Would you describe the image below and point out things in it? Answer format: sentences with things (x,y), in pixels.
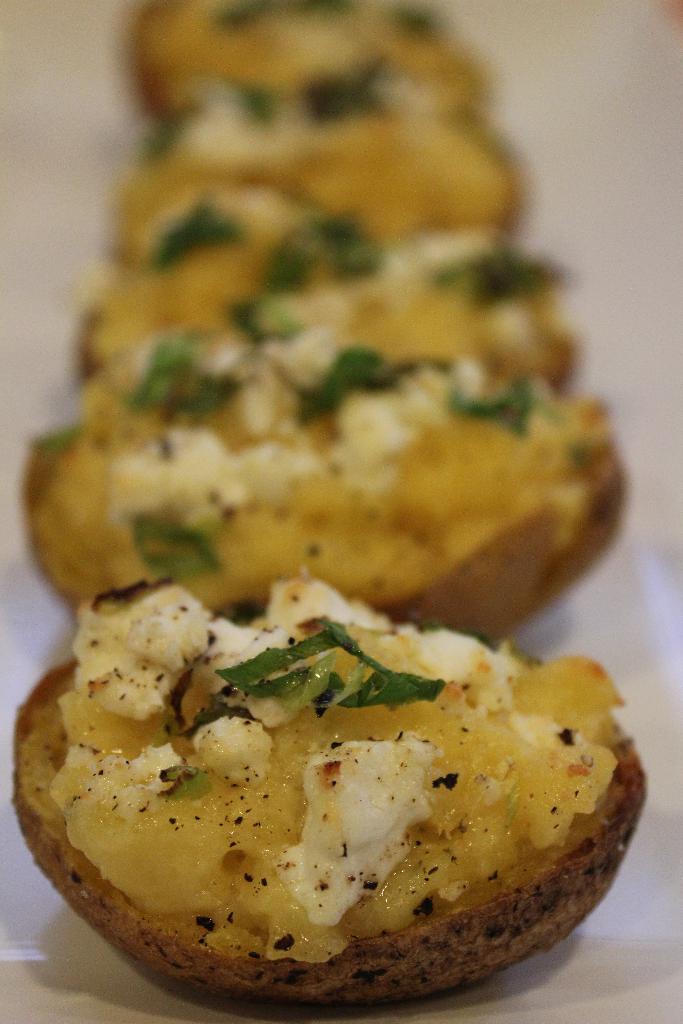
In this image there is food (450,622) on the surface (637,523) that looks like a table (651,487), the top of the image (107,128) is blurred.
